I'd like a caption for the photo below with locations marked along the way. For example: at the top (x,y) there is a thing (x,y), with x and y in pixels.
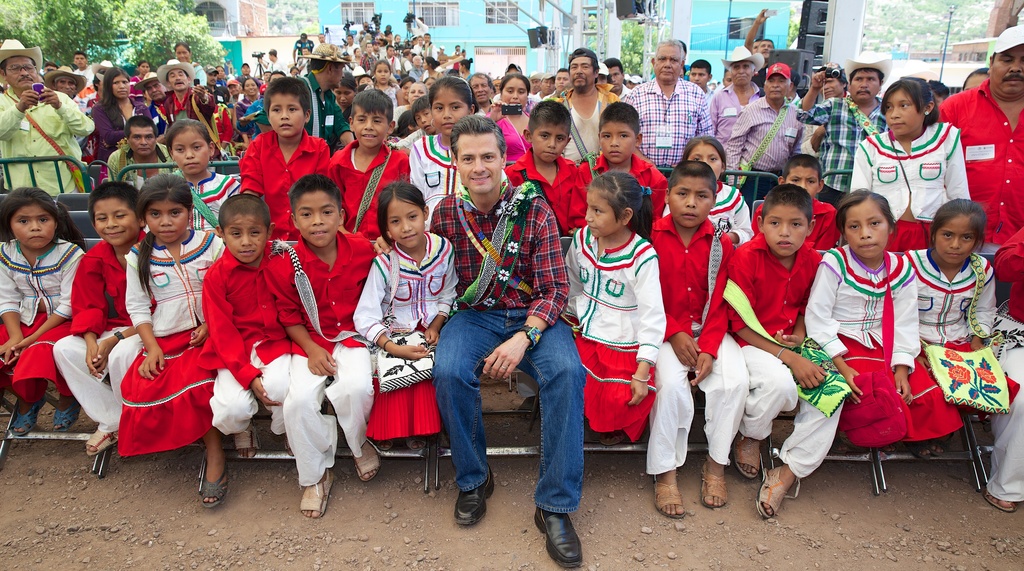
In this picture there is a man (484,498) who is the wearing shirt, watch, jeans (466,428) and shoe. He is sitting on the bench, besides him i can see many children (314,293). In the back (20,62) I can see some peoples (20,62) were standing behind the fencing (237,163) and some peoples (509,89) are holding camera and mobile phone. In the background (350,41) I can see the cameraman (377,45) who are holding the camera (382,18) and they are standing near to the building (514,39) and poles (566,19). On the top left corner (151,33) i can see the trees (54,40). In the top right corner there is a pole (949,24) near to the road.
